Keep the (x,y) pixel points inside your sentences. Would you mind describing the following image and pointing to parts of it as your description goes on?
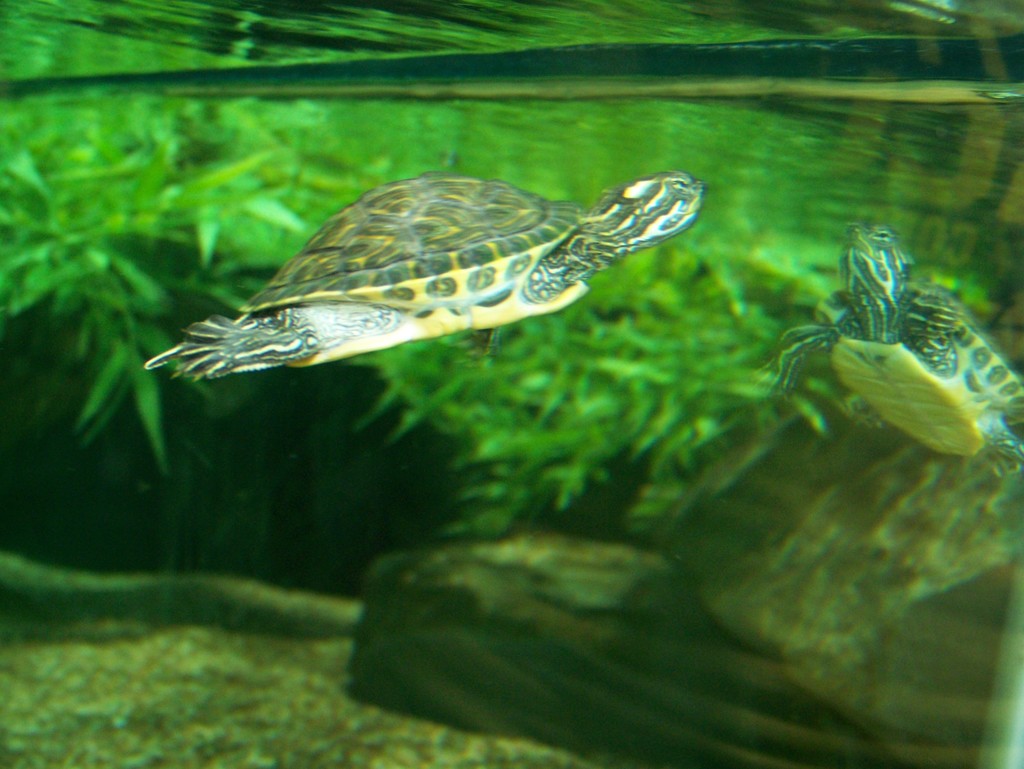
In the picture we can see inside the water (147,477) with some water plants (143,206) and two turtles (908,352) in it.
